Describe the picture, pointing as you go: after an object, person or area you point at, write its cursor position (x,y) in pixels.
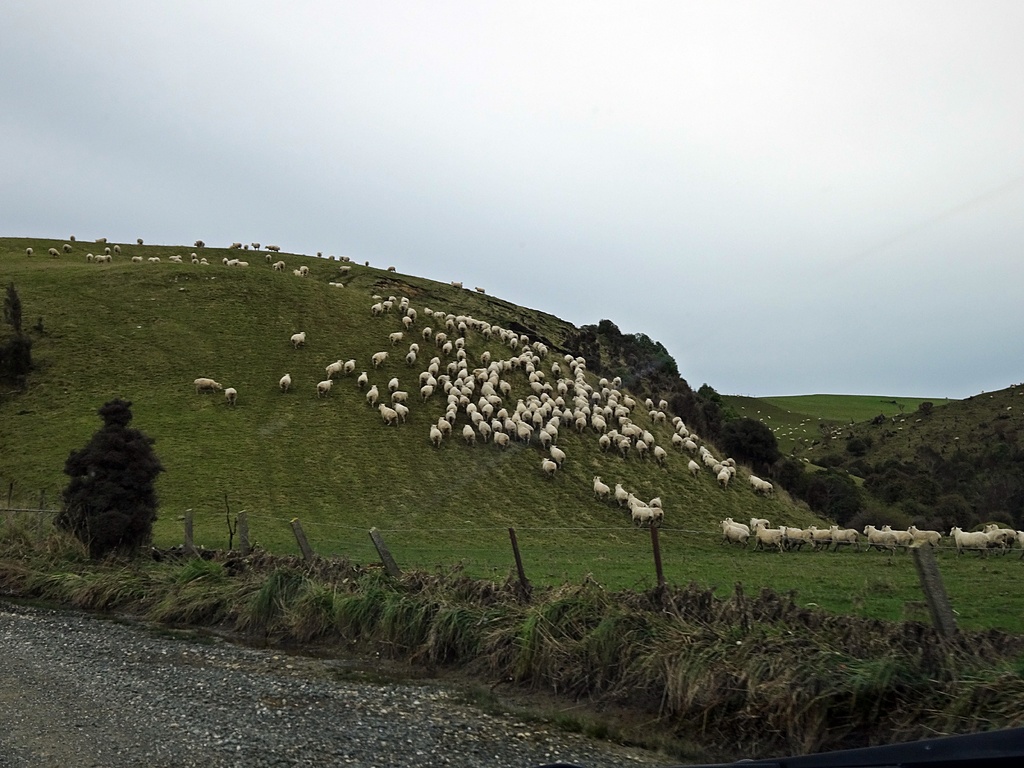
In this image I can see many animals (443,426) are on the grass (416,501). To the side of these animals (487,410) I can see the trees (149,438) and the fence (665,531). In the background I can see the sky (574,170).
